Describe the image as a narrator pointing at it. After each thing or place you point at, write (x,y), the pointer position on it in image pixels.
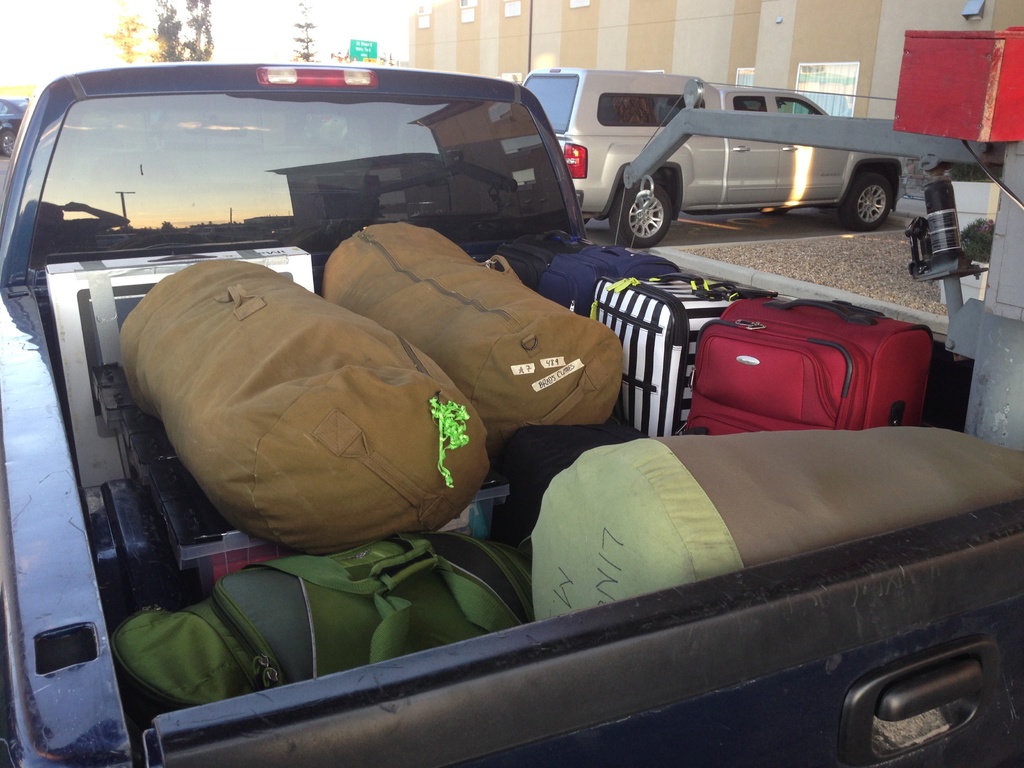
Here we can see a vehicle (363,199) on the road (723,237) and at back here is the luggage (635,312), and at side here is the vehicle (710,171), and here is the tree (162,36), and at above here is the sky (35,34).
